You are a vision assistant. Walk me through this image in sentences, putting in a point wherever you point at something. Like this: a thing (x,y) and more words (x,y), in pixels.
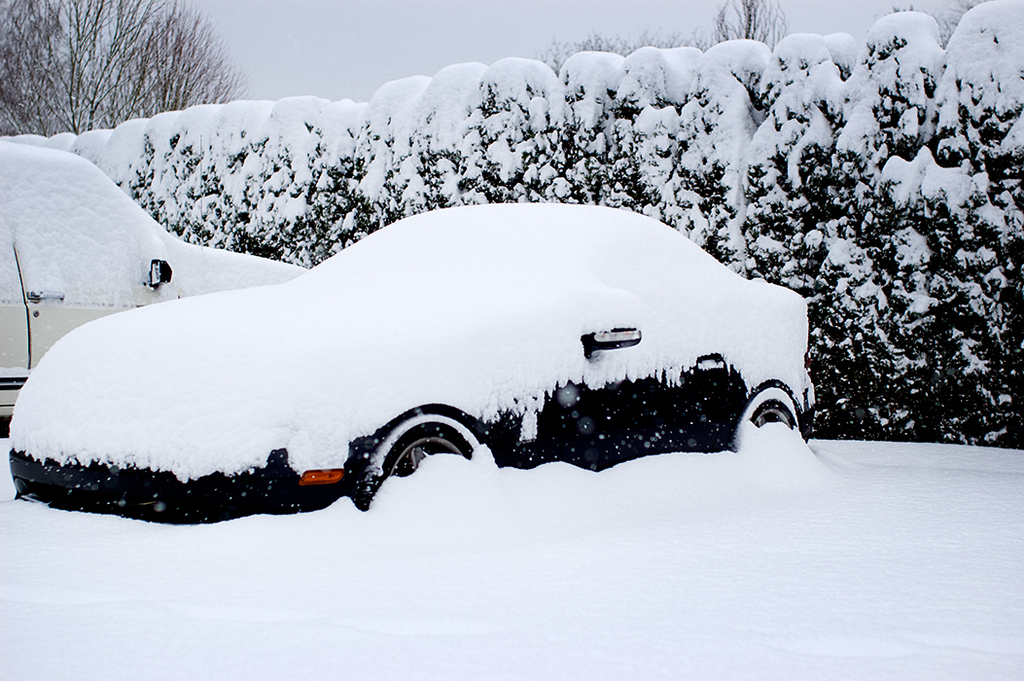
In the image there are two cars (349,459) in the snow (515,490) with snow (431,396) covered all over it and behind it there are plants (321,131) and trees (77,70) and snow (114,139) all over it.
